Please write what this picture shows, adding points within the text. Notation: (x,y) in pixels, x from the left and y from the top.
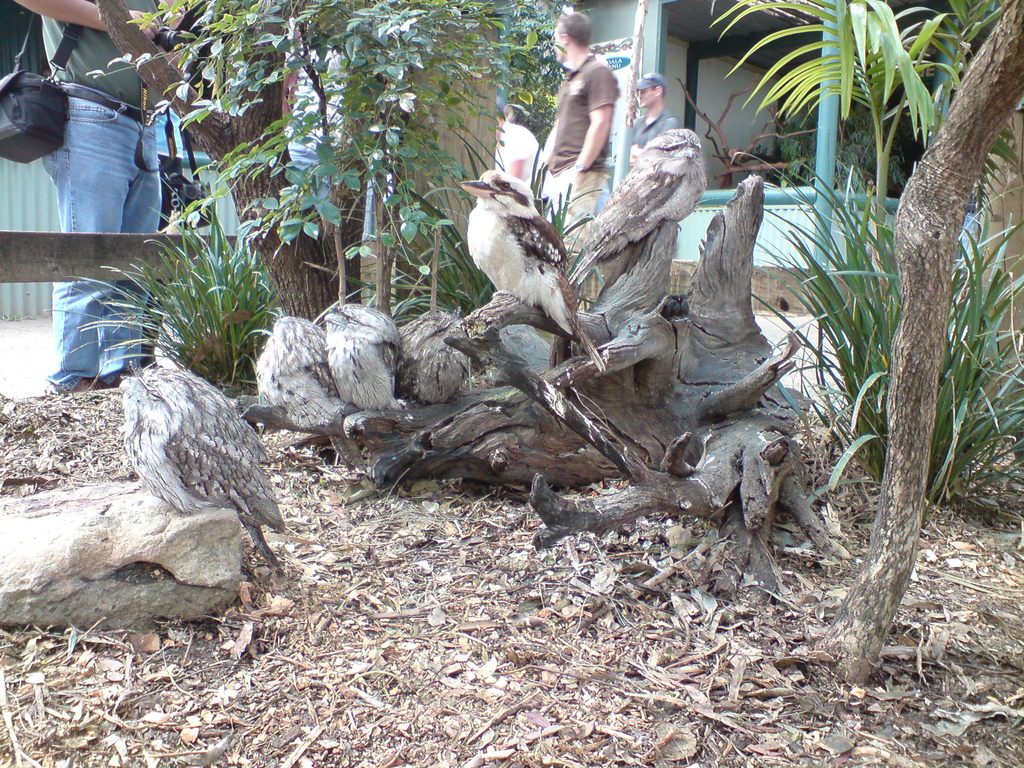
In this picture I can see there are few birds (487,246) sitting on the trunk (407,469) of the tree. There are few dry leaves (407,689) and twigs (649,668) on the floor (698,560), there are a few plants (276,167) and there is a man (131,212) standing at left (72,96) and there are few people (648,118) walking at the right side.
